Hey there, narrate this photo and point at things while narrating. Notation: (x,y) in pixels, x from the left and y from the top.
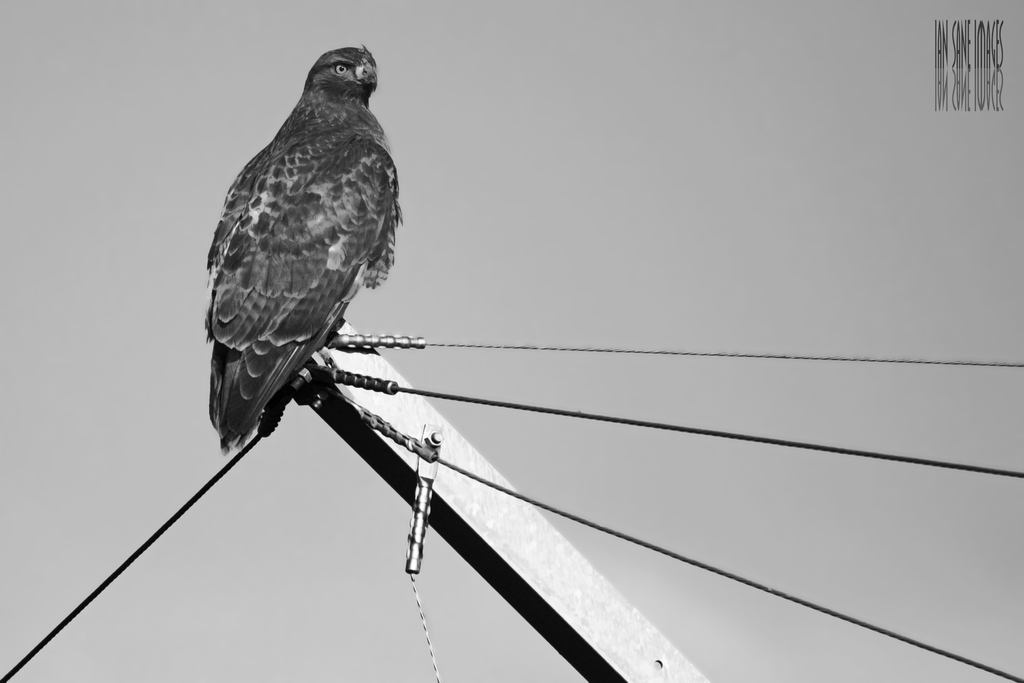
In this image there is a pole (447,446) connected with wires (600,530). A bird (333,330) is standing on the pole (356,388). Background (17,520) there is sky (59,395).
